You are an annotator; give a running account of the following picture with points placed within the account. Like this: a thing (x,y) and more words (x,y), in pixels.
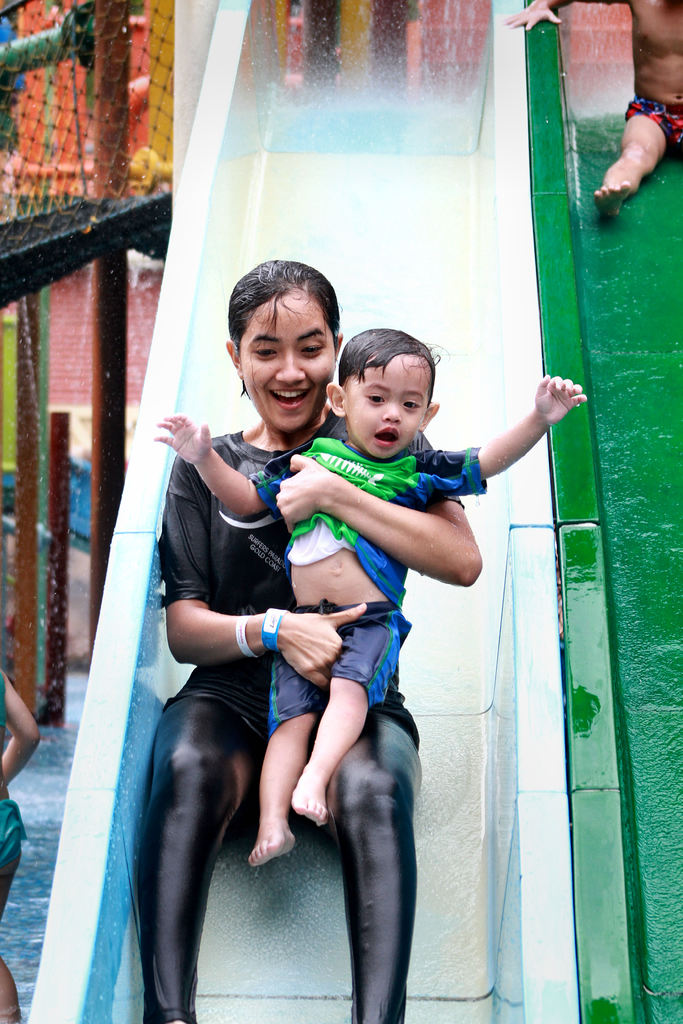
In this picture there is a woman (287,294) sitting on the slider (469,667) and smiling and she is holding the kid (394,477). On the right side of the image (659,839) there is a person (612,203) sitting on the slider (612,225) and there is water (638,266) on the sliders (566,257). On the left side of the image (14,1000) there is a person (20,718) standing and there are poles (61,485) and there is a net (102,217). At the bottom (55,798) there is water (46,770).
